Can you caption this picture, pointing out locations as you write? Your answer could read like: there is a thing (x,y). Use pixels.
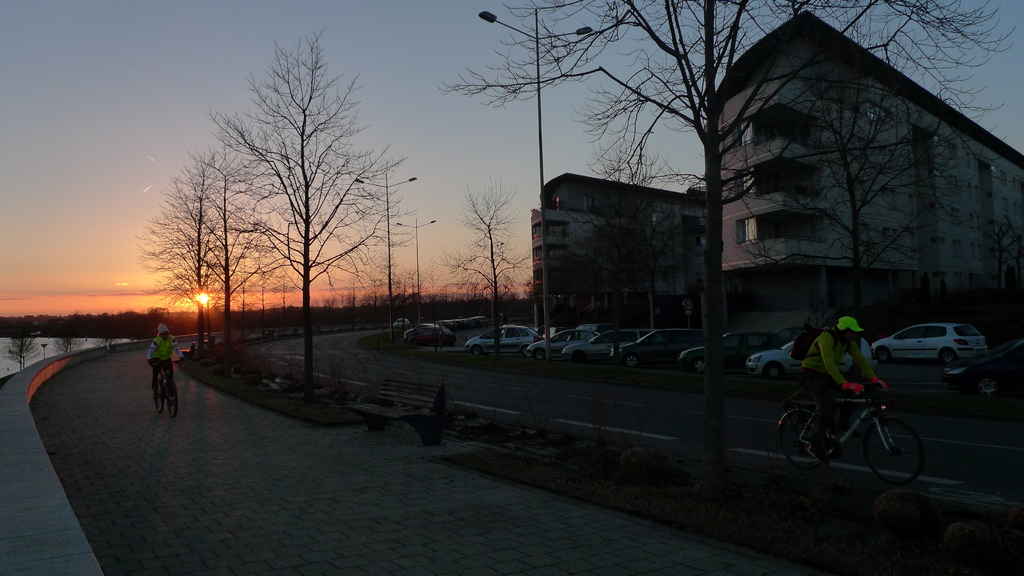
In this image there are buildings (667,238), in front of the buildings (658,238) there are few vehicles (996,367) parked and there few street lights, there are two persons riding a bicycle (799,440) on the road (317,451). In the middle of the road (466,399) there are trees (160,283). On the left side of the image (49,343) there is a river (34,347). In the background (191,310) there are trees (100,322) and the sky (95,137).
